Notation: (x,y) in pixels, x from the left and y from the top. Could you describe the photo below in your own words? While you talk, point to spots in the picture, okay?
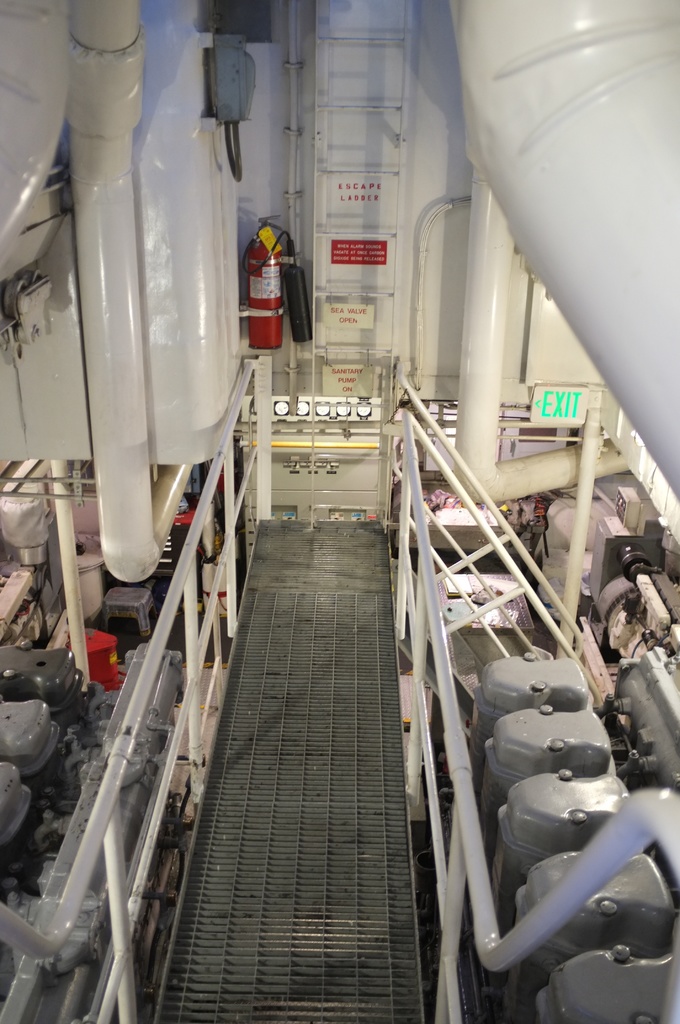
In this image we can see metals objects (480,423) on the left (138,526) and right side (467,419) which are in white color. On the backside (277,278) we can see the red color cylinder (271,323). We can see a white ladder (386,453) and we can see black color grating (307,701) and right (476,895) and left side (194,599) we can see white color railings (231,582).
